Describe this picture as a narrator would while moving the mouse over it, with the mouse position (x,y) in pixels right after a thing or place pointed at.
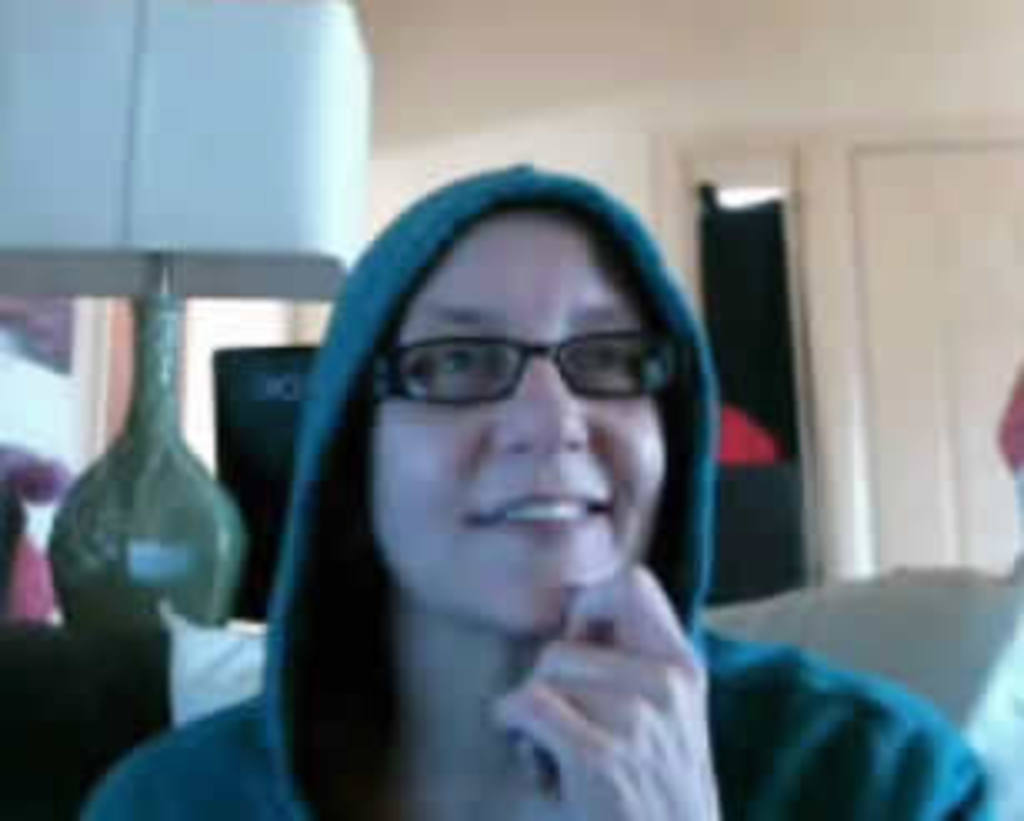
In the picture I can see a woman (503,434) is wearing a hoodie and spectacles (508,392). In the background (683,203) I can see a wall (603,125), lamp light (121,556) and some other objects (245,399).
